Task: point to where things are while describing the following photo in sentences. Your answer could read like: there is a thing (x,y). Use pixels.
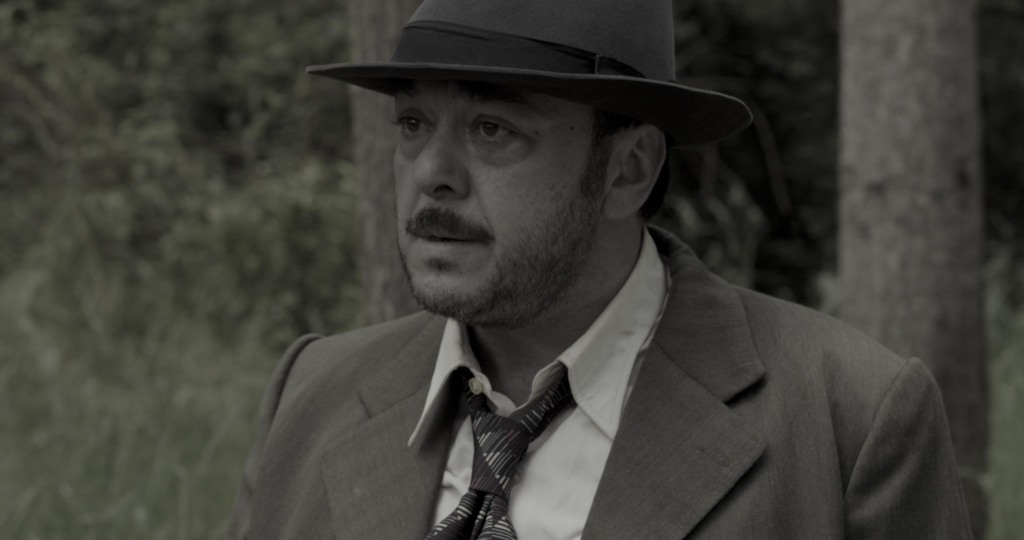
Background (1002,106) portion of the picture is blur. In this picture we can see the green leaves (683,23) and the tree trunks (901,20). We can see a man (751,307) wearing a shirt (572,446), tie (512,446), blazer (763,458) and a hat (513,18).
